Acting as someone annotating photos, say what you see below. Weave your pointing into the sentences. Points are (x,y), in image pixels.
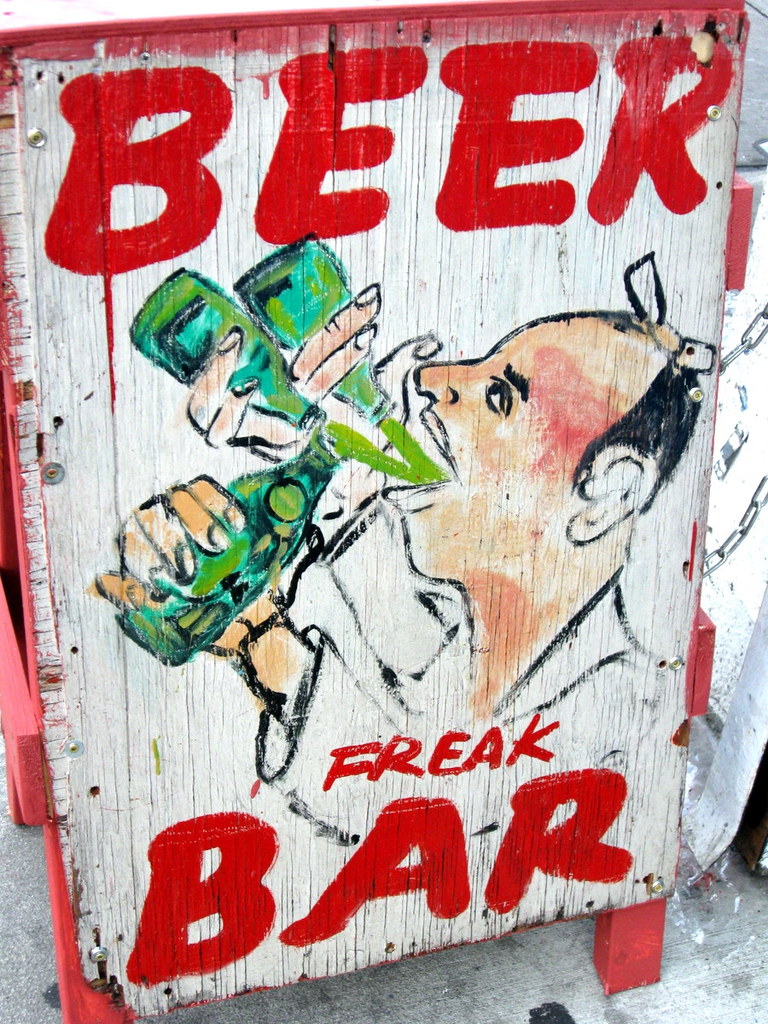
This image consists of a box (258,246) made up of wood (390,551). On which there is a man (482,548) drinking beer (357,444). And there is a text (284,225).
